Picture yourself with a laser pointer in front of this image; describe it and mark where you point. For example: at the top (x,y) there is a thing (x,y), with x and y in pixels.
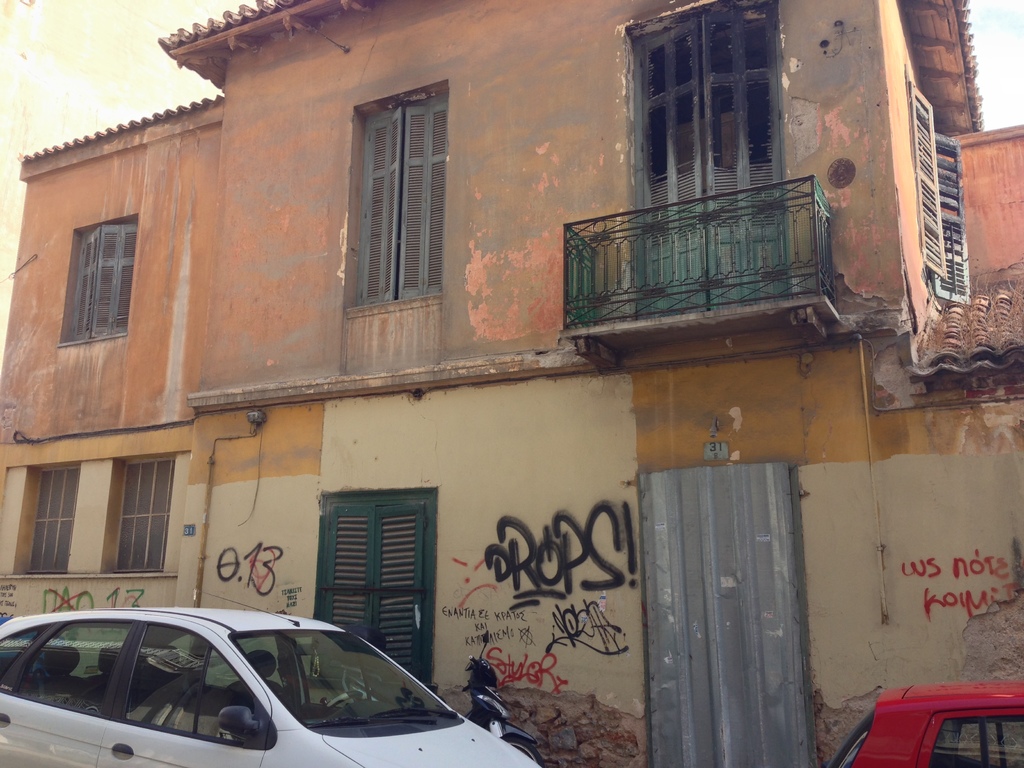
In this image, we can see a building (519,411) and at the bottom (468,695), there are vehicles (341,691).
